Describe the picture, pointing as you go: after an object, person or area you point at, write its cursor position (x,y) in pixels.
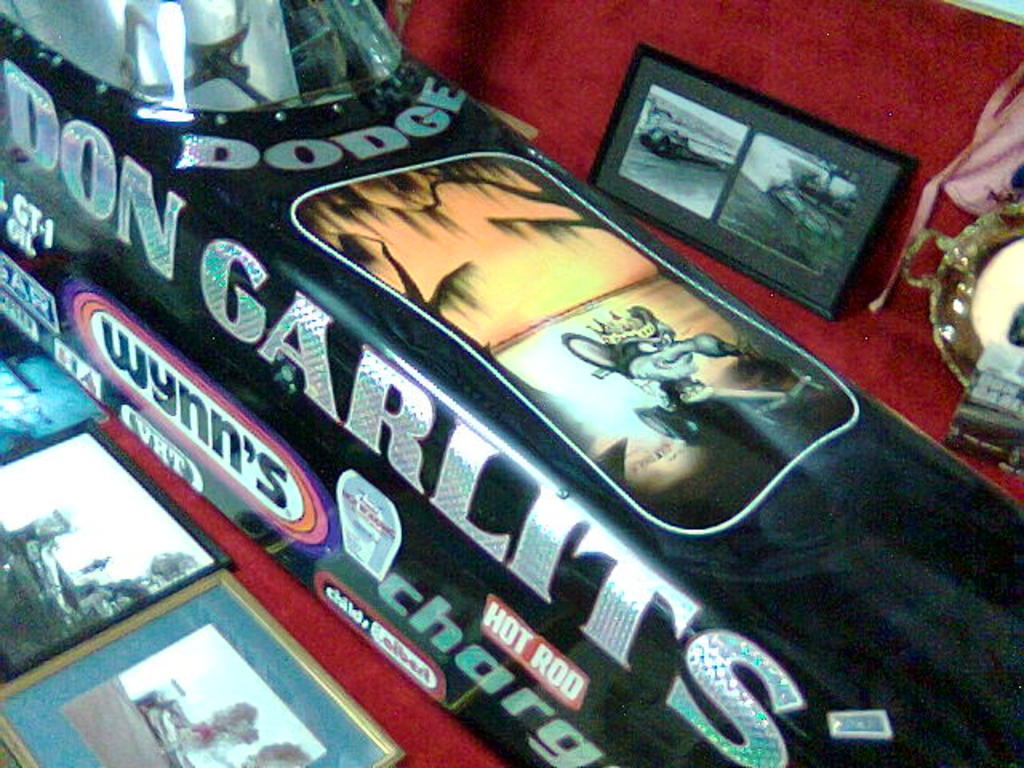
In this image we can see photo frames (200,604), black color object (417,463) and a few objects (1010,247) kept on red color surface (944,88).
